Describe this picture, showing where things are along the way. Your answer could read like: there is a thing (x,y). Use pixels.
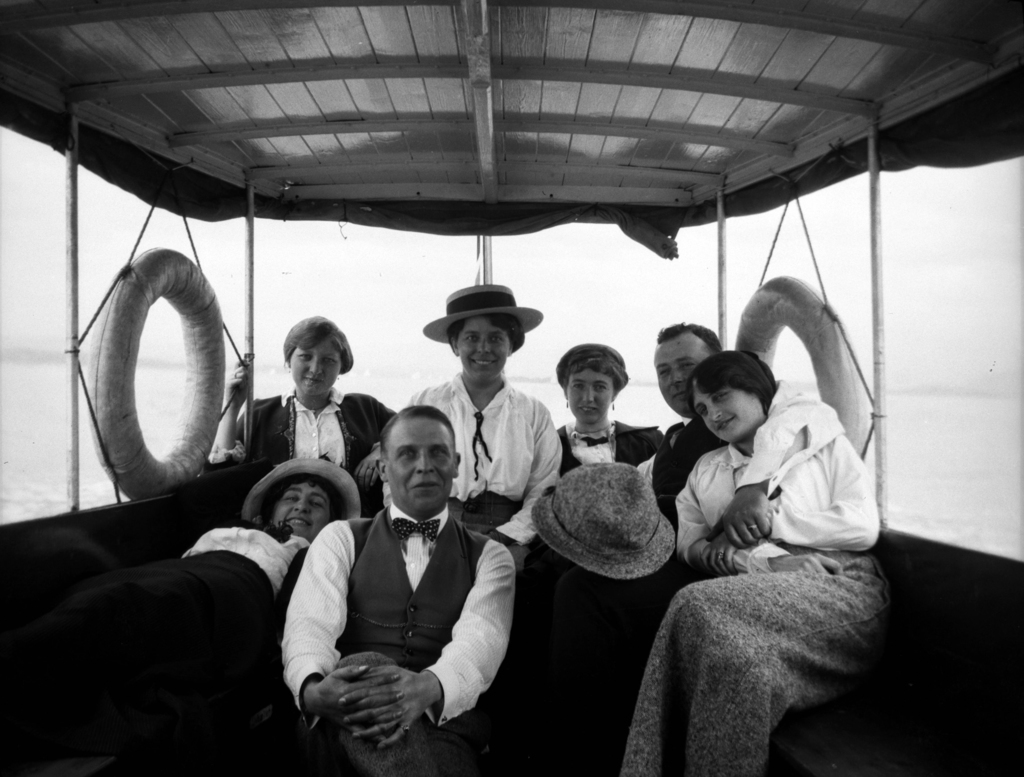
This is a black and white image where we can see a few people (333,452) sitting in the boat (842,743) which is floating on the water (647,391). Here we can see the tubes (822,332).
